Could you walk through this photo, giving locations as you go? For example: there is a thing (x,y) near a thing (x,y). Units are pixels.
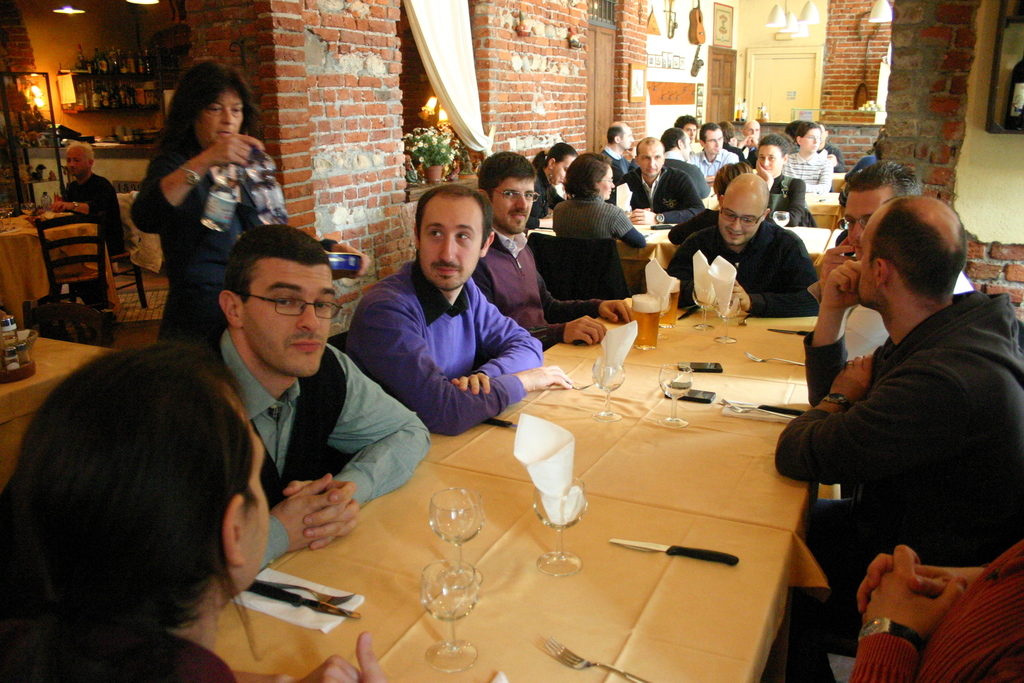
In this picture we can see a group of people (533,342) sitting in front of a dining table (489,481), behind them there is a woman (222,268) standing and holding water bottles (214,201), in the background (392,106) we can see a brick wall (514,84), there are some plants (438,153) here, in the dining table (526,522) we can see some empty glasses (452,584), some knives (678,551) and tissue papers (548,451), on the left side of the picture (117,227) we can see a person (115,212) sitting on chair (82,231) and also we can see some bottles (124,91) here.
